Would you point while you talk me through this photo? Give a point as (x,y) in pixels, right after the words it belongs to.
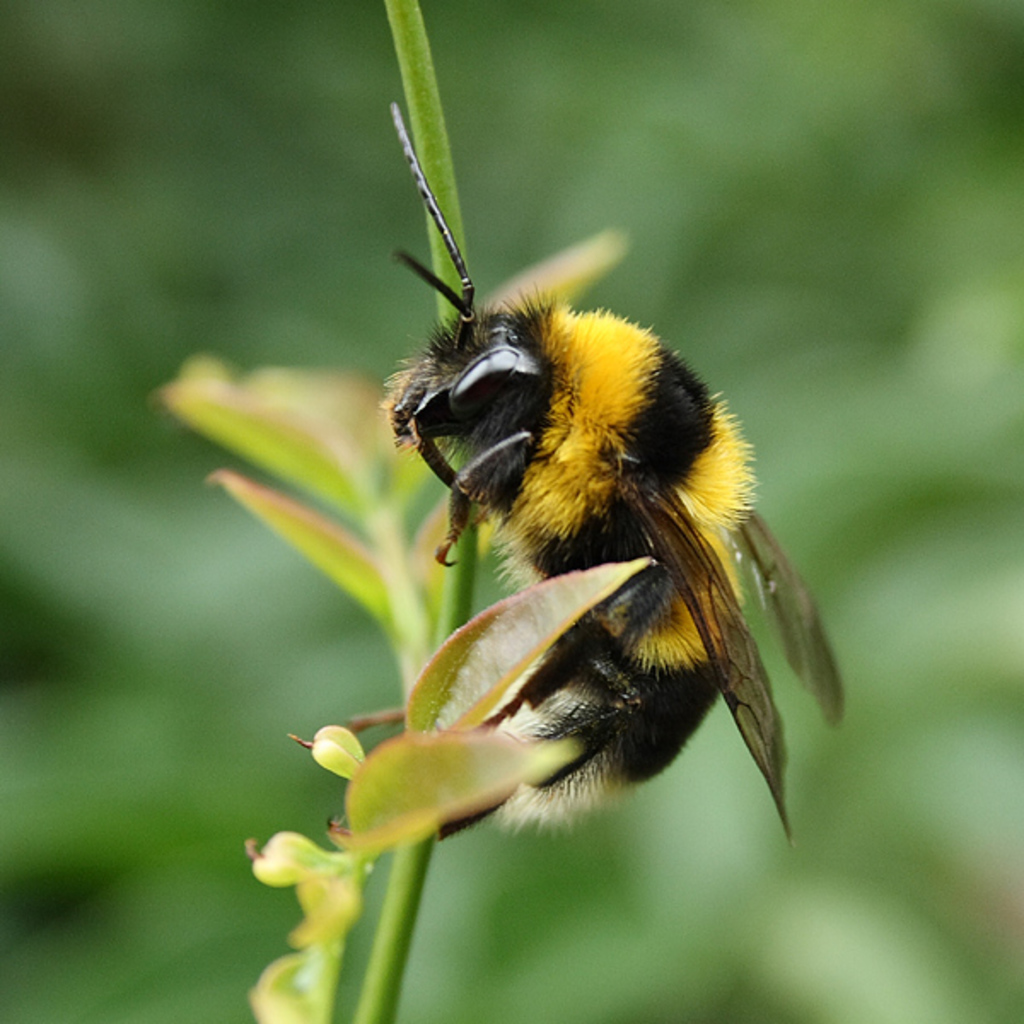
In this image I can see an insect (470,504) which is in yellow and black color. It is on the plant (273,518) and there is a green background (551,29).
